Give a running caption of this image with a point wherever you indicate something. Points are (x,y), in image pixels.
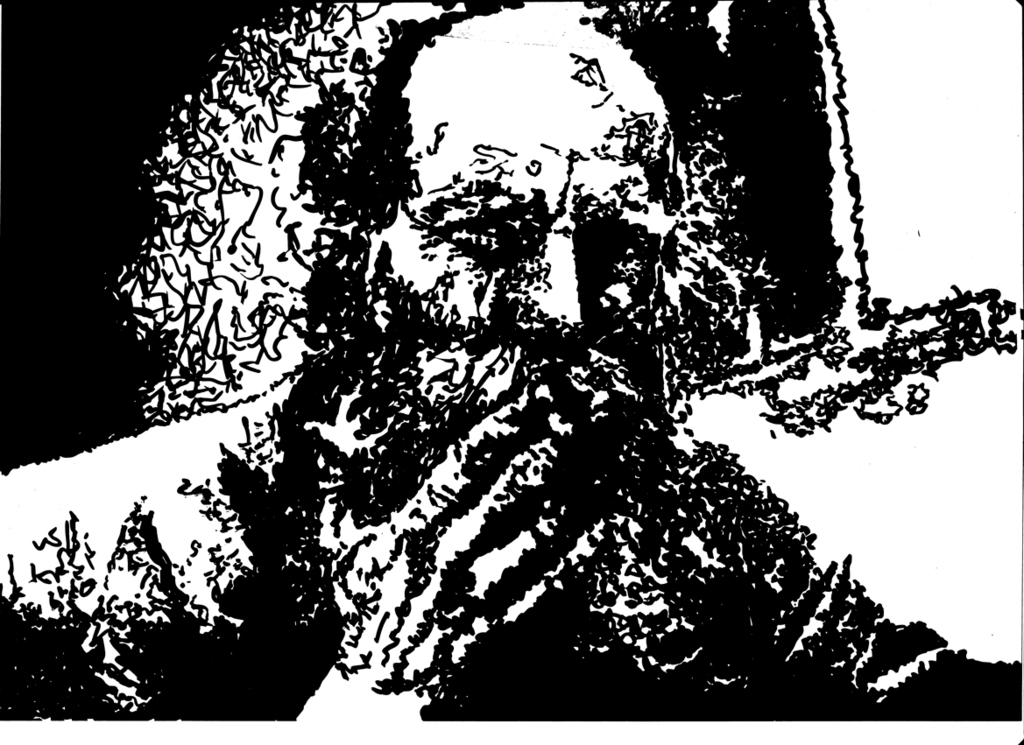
I can see an edited picture in which I can see a person (396,459).
